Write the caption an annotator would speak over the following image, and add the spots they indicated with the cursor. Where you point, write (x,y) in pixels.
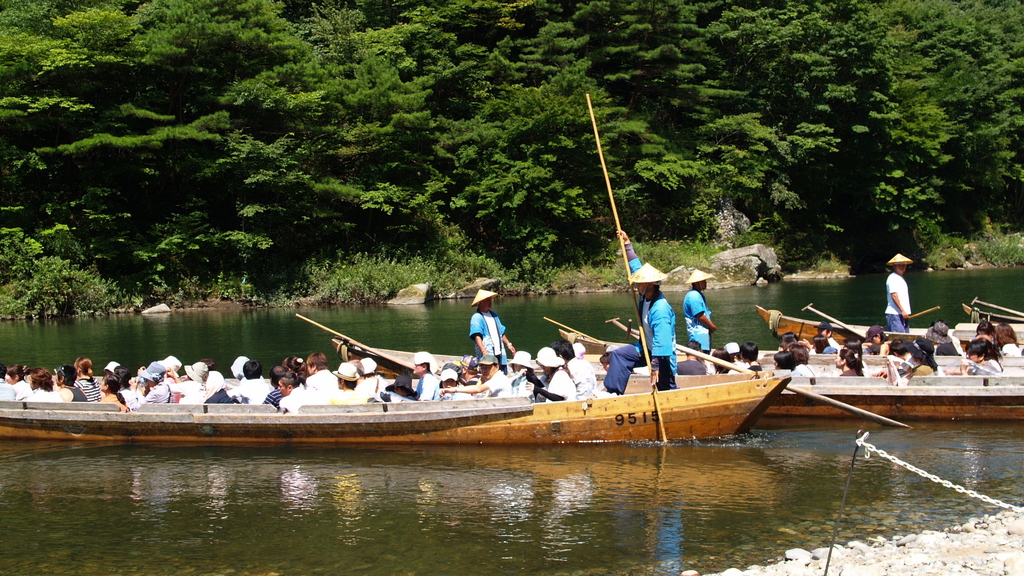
In this picture we can see a few people (429,356) sitting on the boats (973,397) visible on the water (38,327). We can see some people (893,320) are holding objects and standing. There are the reflections (574,486) of a few people (369,360) and some objects (618,496) on the water (118,479). We can see a few stones (683,274), plants (422,276), trees (548,176), a chain (867,434) and other objects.
